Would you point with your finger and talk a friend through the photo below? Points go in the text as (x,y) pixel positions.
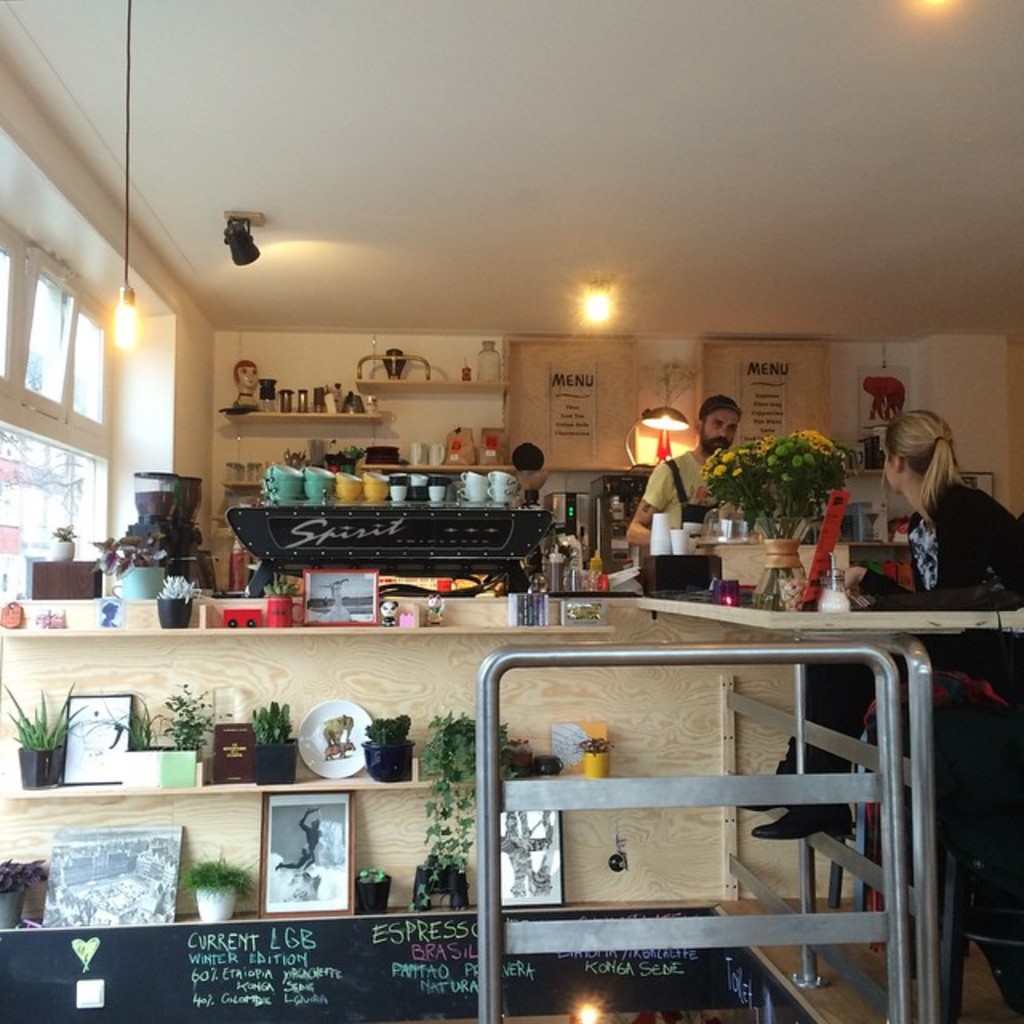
In this image there are some people (959,564) and also there are some flower pots (179,758) and plants (183,738), photo frames (100,773). And at the bottom of the image (388,943) there is board (515,982), on the board (452,967) there is some text (515,969) and on the right side (864,775) there are some objects (874,732). And on the right side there are some racks (463,468), in the racks (499,387) there are some objects (270,398) and some boards (604,416) in the center (604,416), on the boards (536,391) there is some text (765,373) and also there are some glasses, bottles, cups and some photo frames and some objects (828,594). on the left side (49,353) there are windows (77,408), and at the top (617,170) there is ceiling (574,170) and some lights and spotlight (250,264).
